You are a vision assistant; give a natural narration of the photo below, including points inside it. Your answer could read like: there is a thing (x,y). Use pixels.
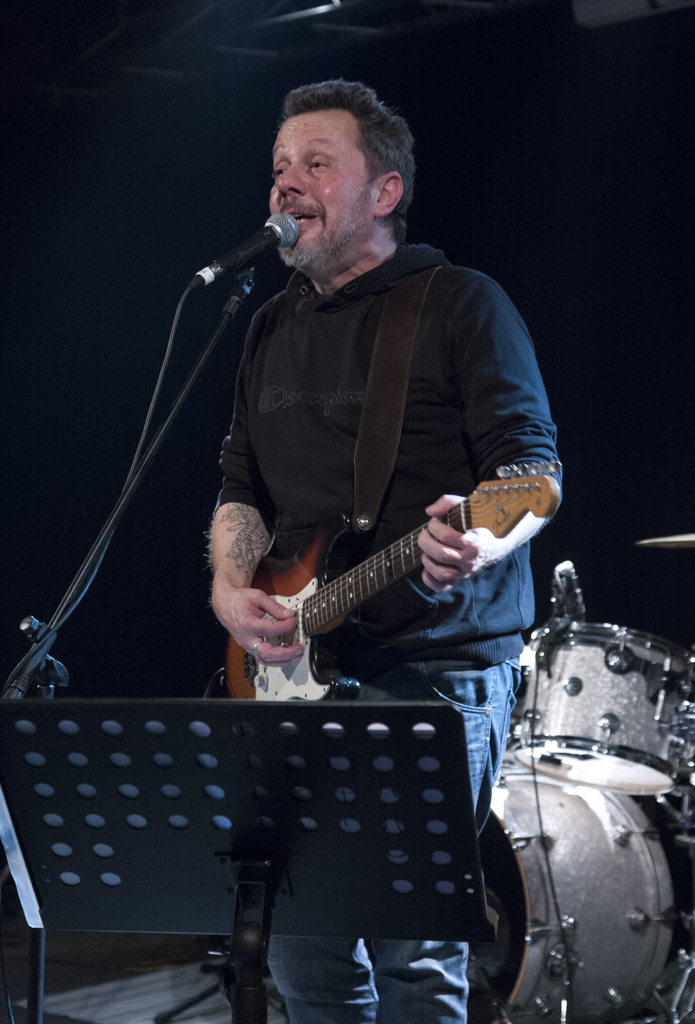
This man (327,406) is playing guitar (377,585) and singing in-front of mic (289,228). These are musical drums (625,793). This is a mic holder (167,420).
